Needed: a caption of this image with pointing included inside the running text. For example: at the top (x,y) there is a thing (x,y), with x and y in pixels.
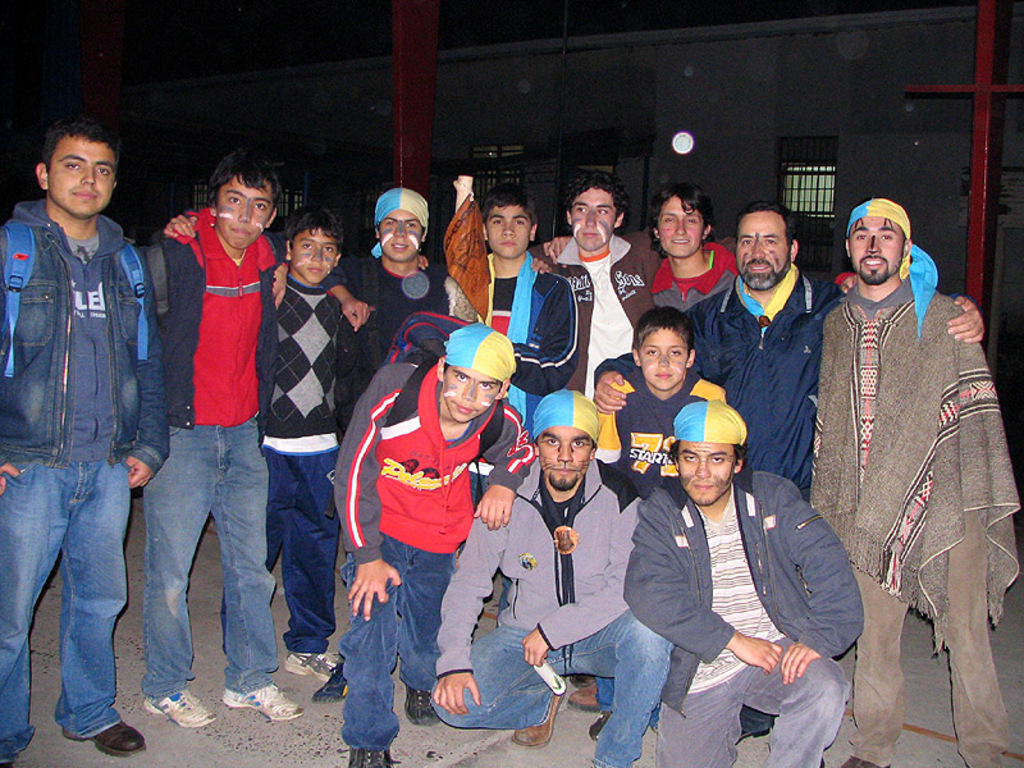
In this picture there is a man (471,351) who is wearing red jacket (450,511), grey hoodie (513,430), cap (500,352), jeans (395,637) and shoe (369,754). Beside him we can see another man (598,648) who is in squat position. He is wearing blue jeans (583,640) and shoe (583,703), beside him there is a boy (648,352) who is wearing blue t-shirt (642,440). Beside him we can see another man (816,563) who is wearing jacket (833,601), t-shirt (734,613) and shoe (754,734). In the back (37,247) we can see the group of persons (518,273) were standing in the line (113,351). In the background (1002,302) we can see the building (837,178) and light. On the right (984,153) there is a red steel pipe (1007,90). At the top (688,15) we can see the darkness (595,12).
